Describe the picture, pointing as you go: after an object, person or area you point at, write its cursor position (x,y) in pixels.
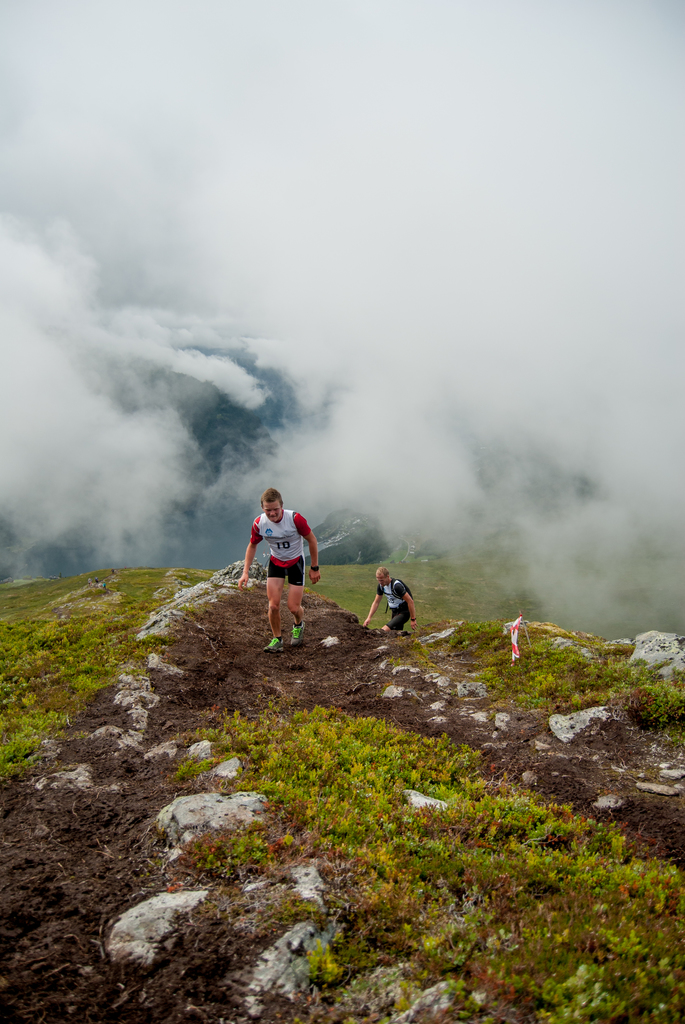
In the front of the image (409,750) there are people (396,584), grass (444,817) and rocks (441,678). We can see people (401,611) walking. In the background of the image (380,273) there are clouds (413,248).
